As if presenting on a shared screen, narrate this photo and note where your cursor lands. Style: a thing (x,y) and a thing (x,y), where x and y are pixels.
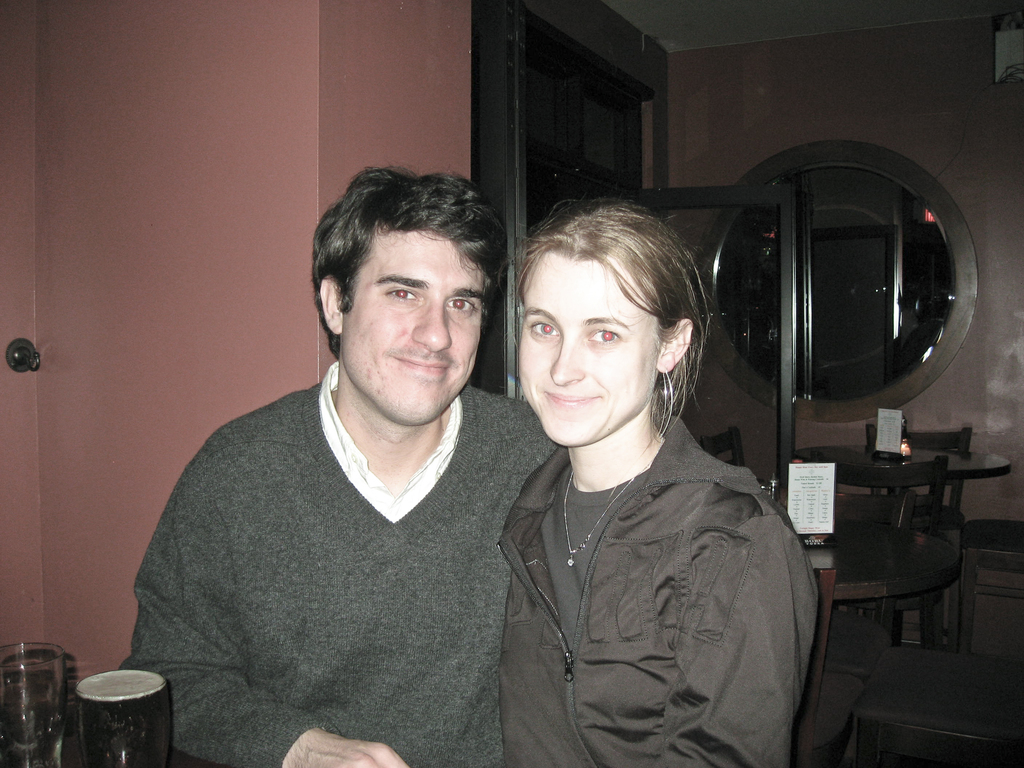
In this image I can see two persons (598,386). The person (758,529) at right (761,543) wearing black color dress (742,557) and the person (444,556) at left (252,556) wearing gray and white color dress (233,556), I can also see few glass (22,686). Background (16,556) I can see a glass window (821,196) and the wall (194,158) is in peach color.
